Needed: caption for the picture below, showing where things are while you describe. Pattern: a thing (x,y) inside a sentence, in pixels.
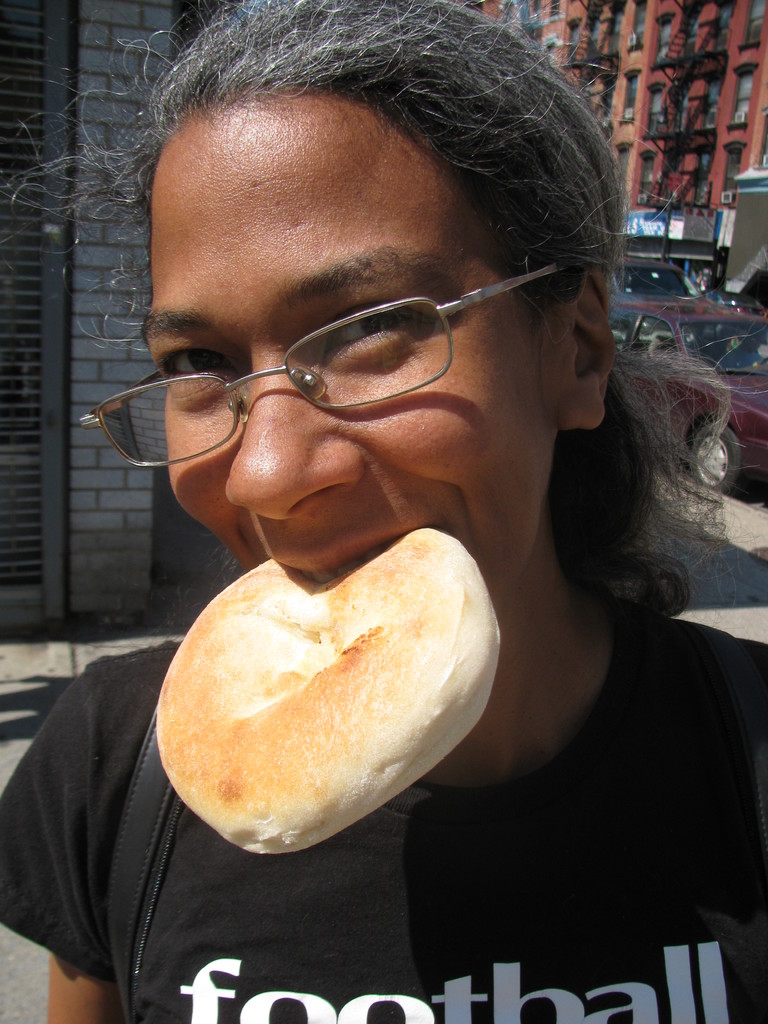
In this image I can see a woman (314,283) is holding a bun (344,668) in the mouth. The woman (327,388) is wearing spectacles (399,388) and a black color t-shirt (350,870). In the background (698,146) I can see buildings (708,210) and other objects (686,283).
